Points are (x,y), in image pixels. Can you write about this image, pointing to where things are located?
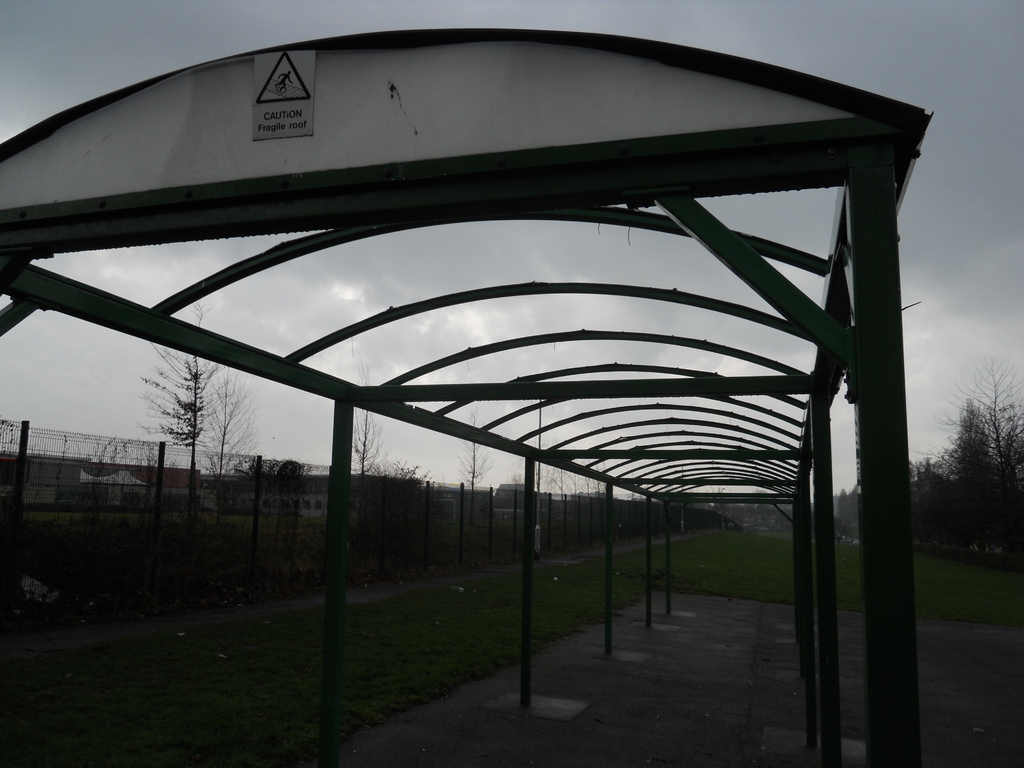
In this image we can see a shed (589,165) with some text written on it and we can also see trees (384,529), grass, fencing (80,461) and sky (519,364).
